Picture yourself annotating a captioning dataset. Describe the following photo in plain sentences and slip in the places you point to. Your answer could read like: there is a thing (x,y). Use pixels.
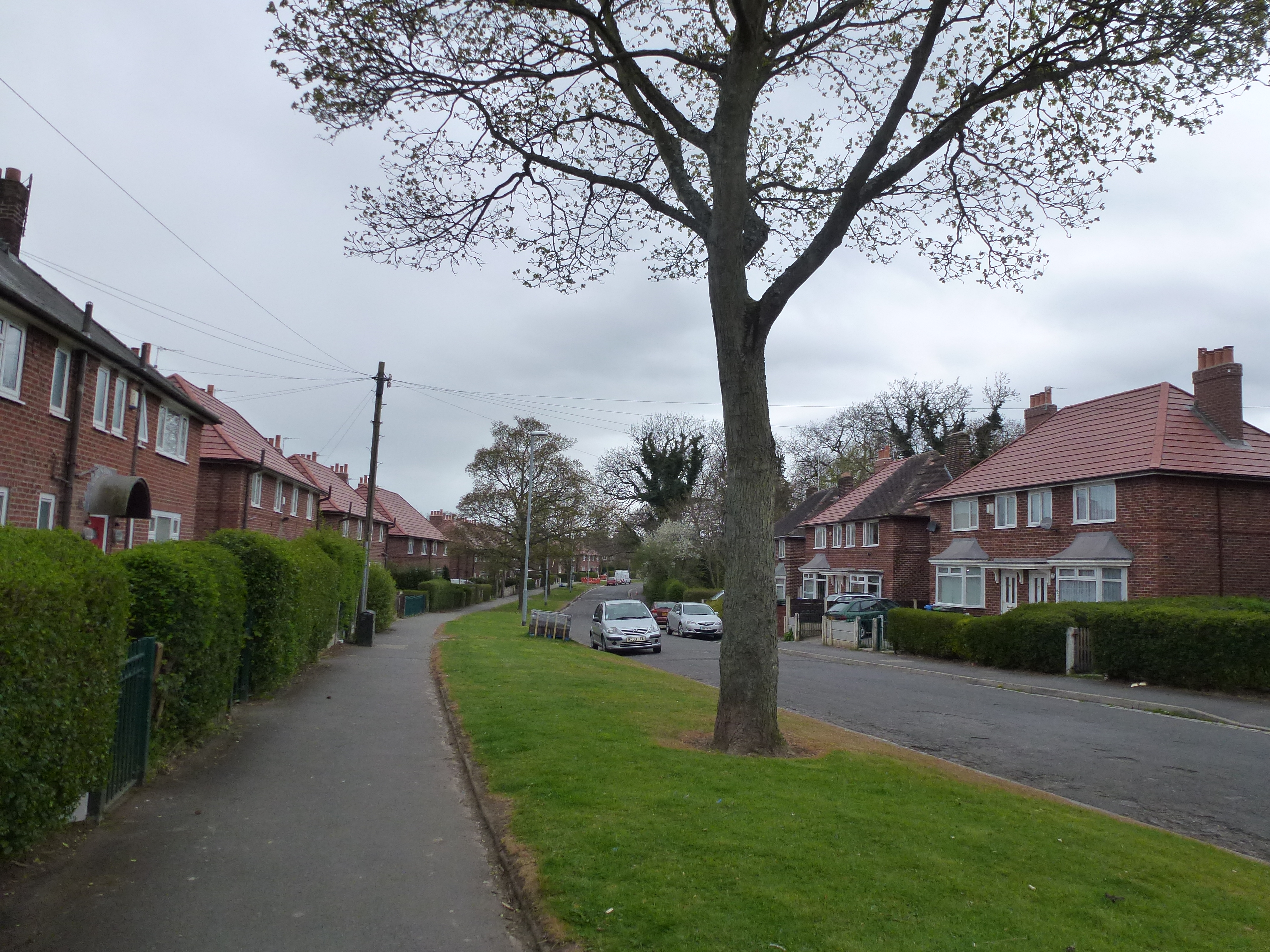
In this picture I can see green grass (539,713). I can see clouds (612,438) in the sky (326,430). I can see trees (657,595). I can see the houses (1005,557) on the left (418,523) and right side (974,522). I can see a few vehicles (683,615) on the road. I can see a few vehicles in the parking space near to house (993,535). I can see the electric pole (381,373) and wires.
